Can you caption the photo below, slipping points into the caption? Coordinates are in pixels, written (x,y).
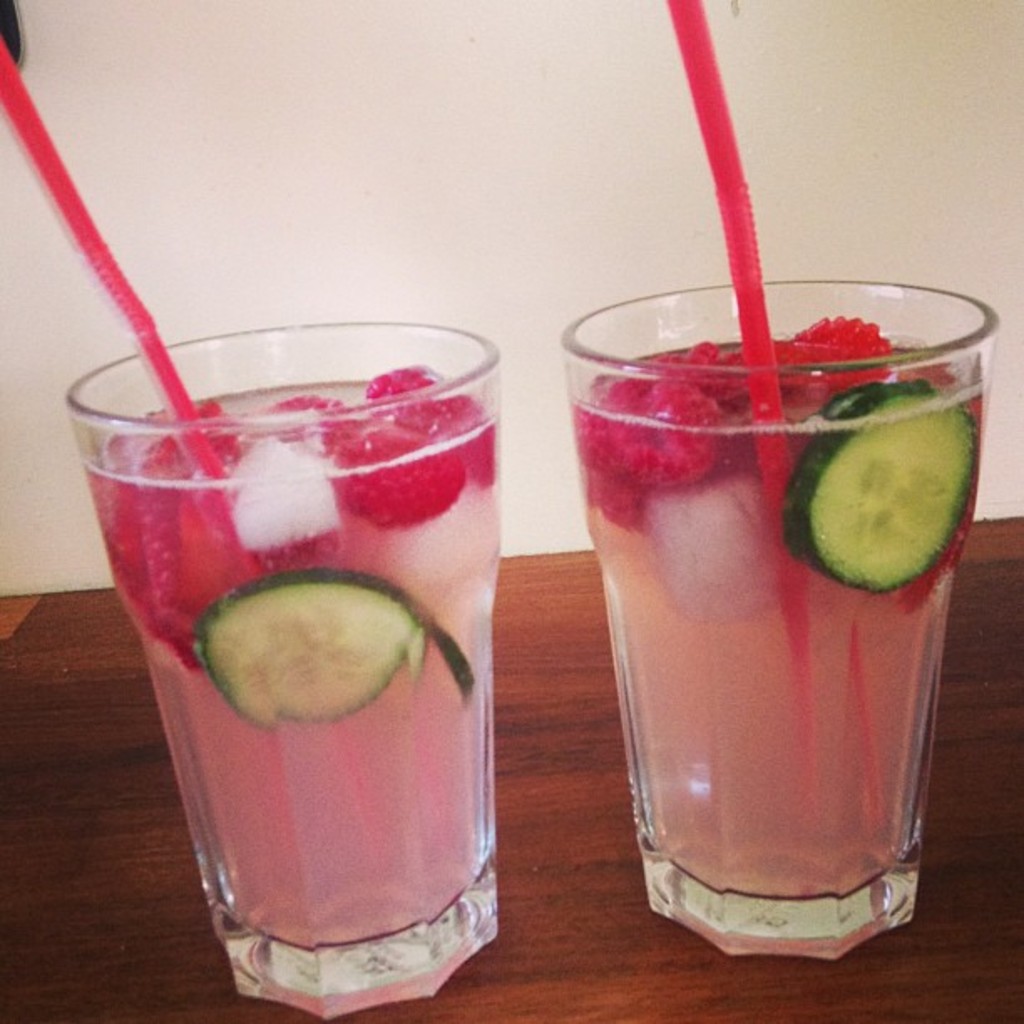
In this image there are two glass drinks (825,667) with a straw (154,338) on it are placed on a table (663,945).
